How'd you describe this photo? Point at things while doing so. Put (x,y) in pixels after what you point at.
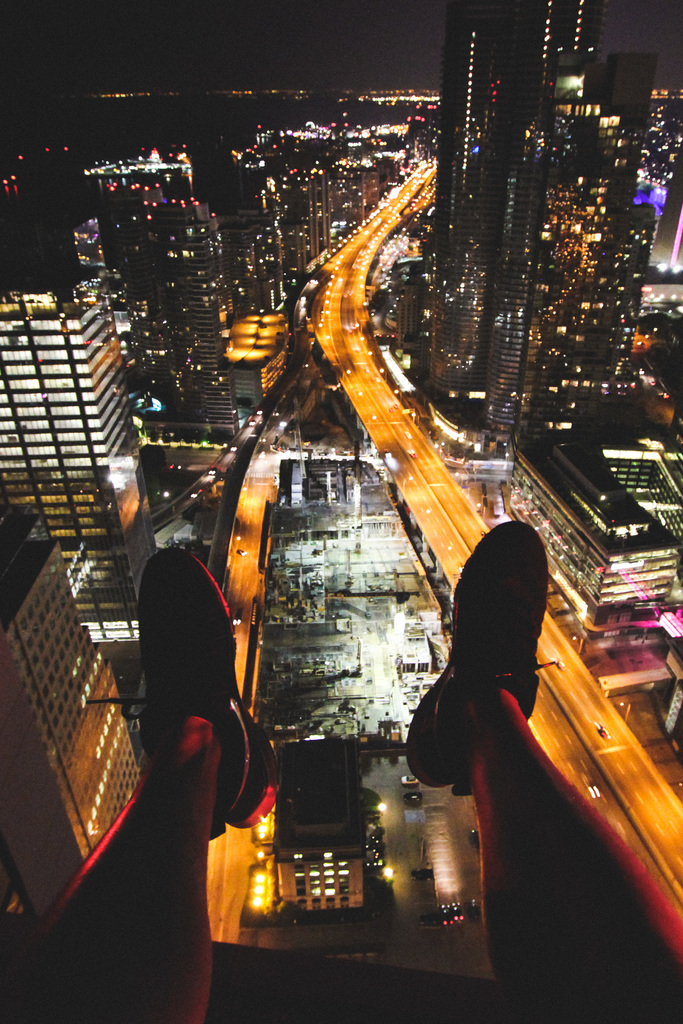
This image consists of a man (117,940) sitting on the terrace (230,964). In the front (482,684), there are legs (187,775) of a person (177,629) who is wearing shoes (250,723). In the background (554,197), there are many buildings (83,638) and skyscrapers (467,41) along with lights (6,358) and roads (201,482).
